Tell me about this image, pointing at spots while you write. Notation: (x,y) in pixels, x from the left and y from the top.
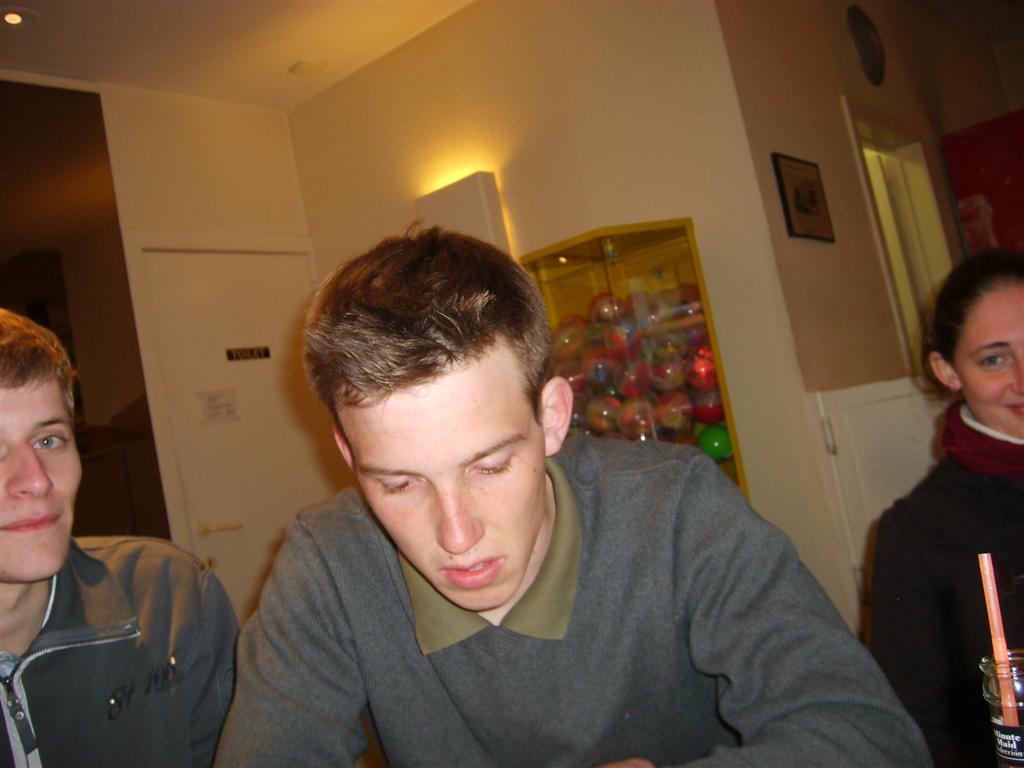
In this picture, we see three people (519,680). Among them, two are boys (449,556) and one is a girl (954,360). Behind them, we see a wall (387,179) in white color and we even see a rack (560,294) in which many balls (609,386) are placed. Beside that, we see a white color door (204,332) and beside the door (230,309), we see a wall (34,125) in brown color. On the right top of the picture (791,228), we see a photo frame (804,224) which is placed on the brown wall (805,85).
